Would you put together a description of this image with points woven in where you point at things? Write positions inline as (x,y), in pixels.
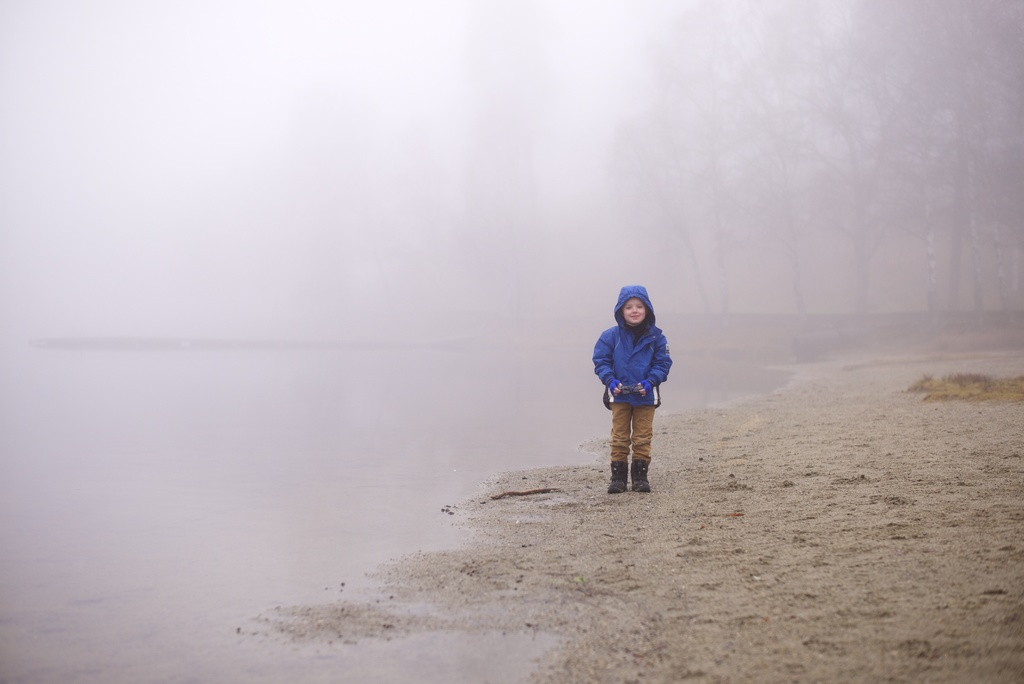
In this image there is a kid (636,413) standing on a seashore (744,456), in the background (856,163) there are trees (911,153) and fog (276,226).
